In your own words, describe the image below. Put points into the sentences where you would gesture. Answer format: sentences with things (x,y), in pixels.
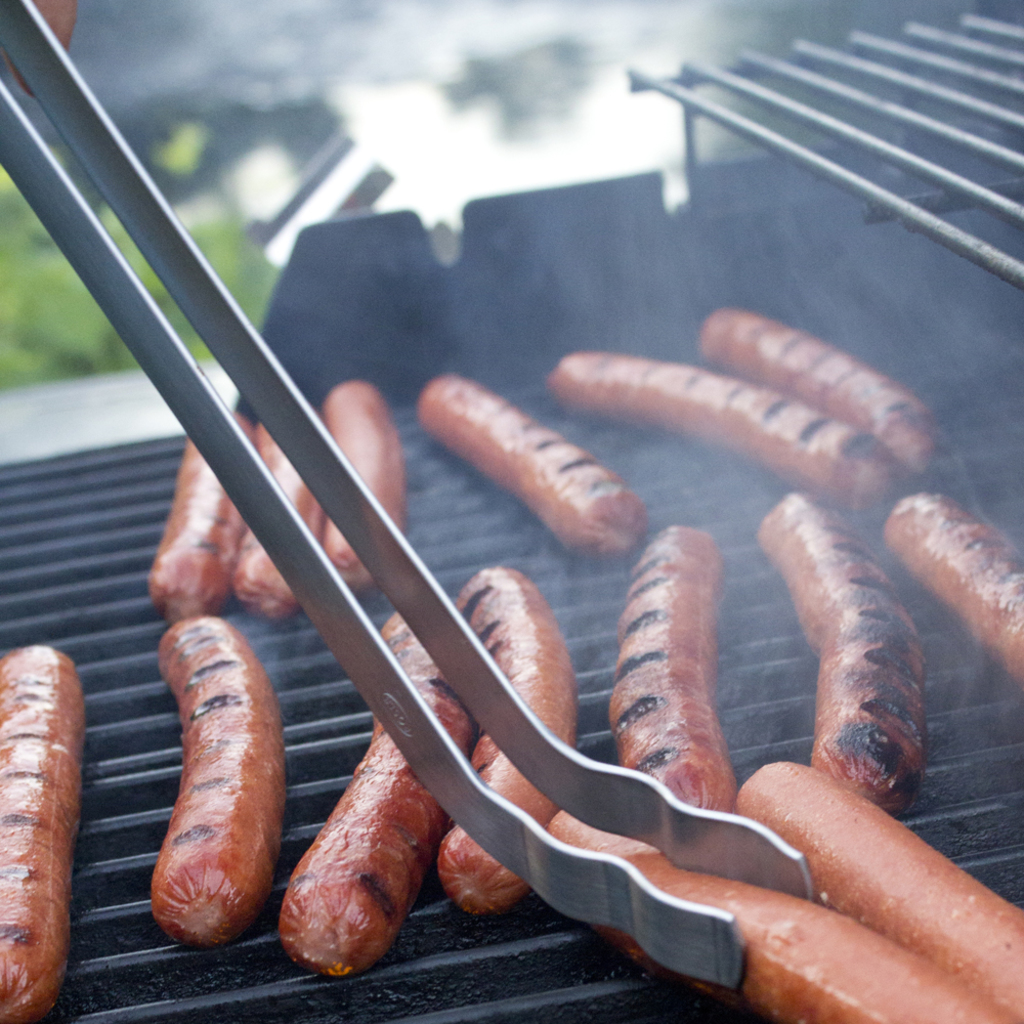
In this image I can see sausages (502,888) on a grill (462,1022) and tongs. In the background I can see a person's hand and plants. This image is taken may be during a day.
